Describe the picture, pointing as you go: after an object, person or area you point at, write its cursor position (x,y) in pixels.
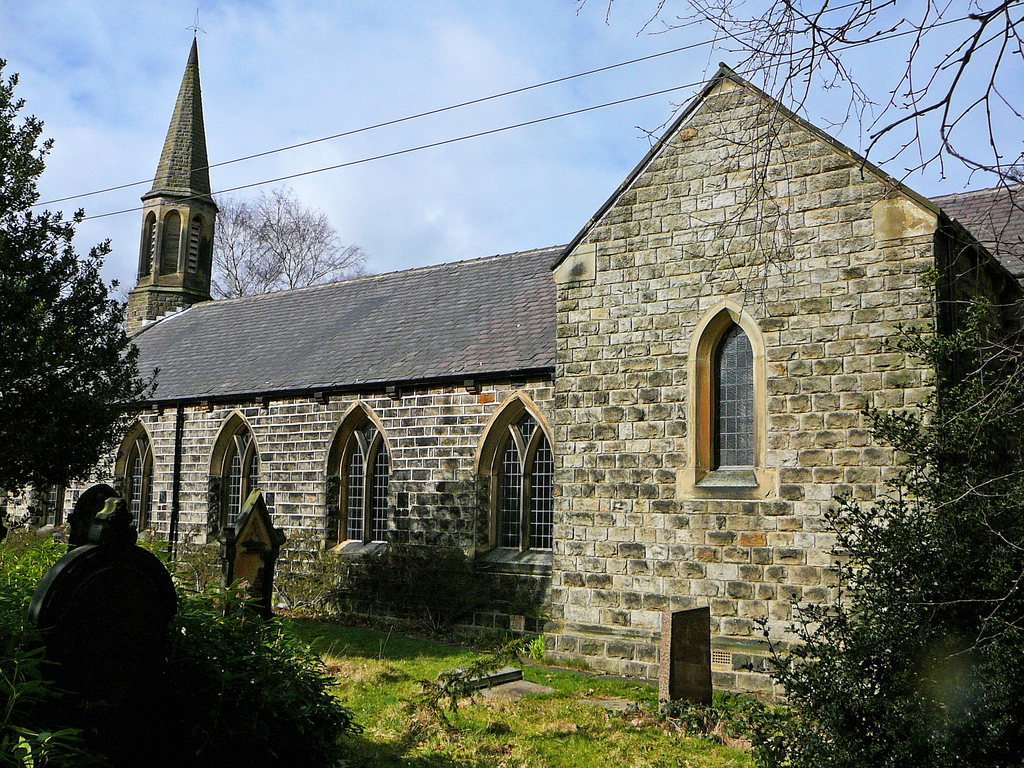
In this picture we can see the grass (424,736), trees (15,263), building (859,469) with windows (137,491), some objects (120,497) and in the background (367,95) we can see the sky (315,47).
